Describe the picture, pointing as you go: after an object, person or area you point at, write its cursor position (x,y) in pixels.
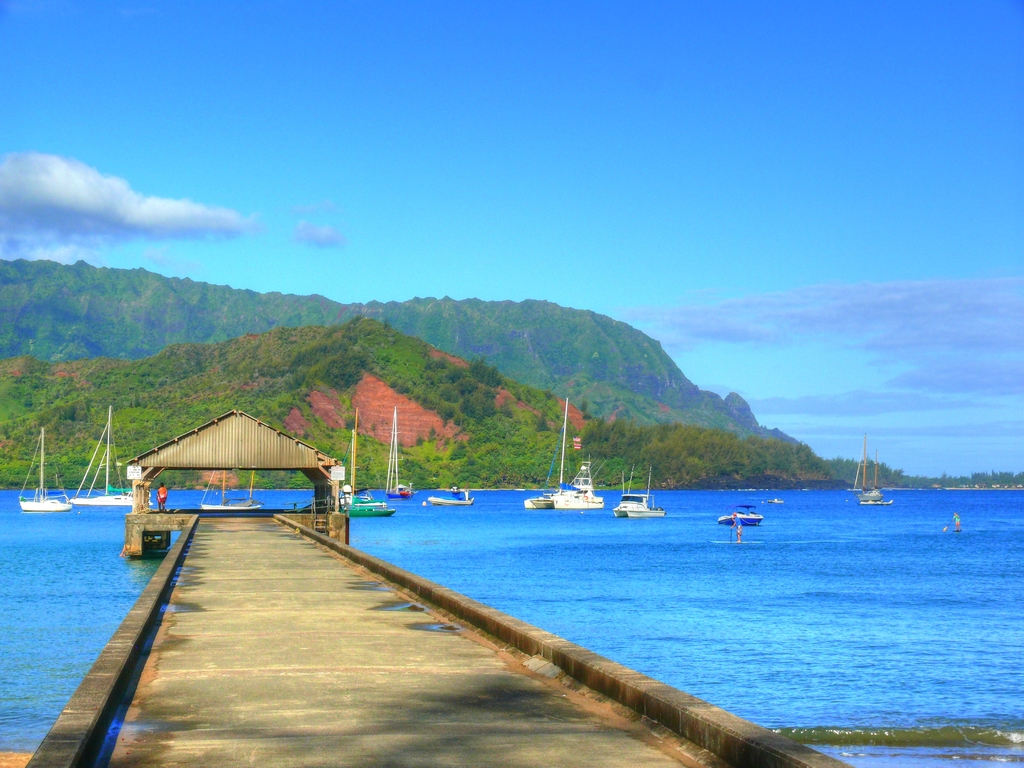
In this image, there are a few people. We can see a path (198,554) above the water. We can also see a house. There are a few ships (745,507) sailing on the water (498,518). We can see some hills (472,386). There are a few trees (636,453). We can also see the sky (391,120) with clouds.
